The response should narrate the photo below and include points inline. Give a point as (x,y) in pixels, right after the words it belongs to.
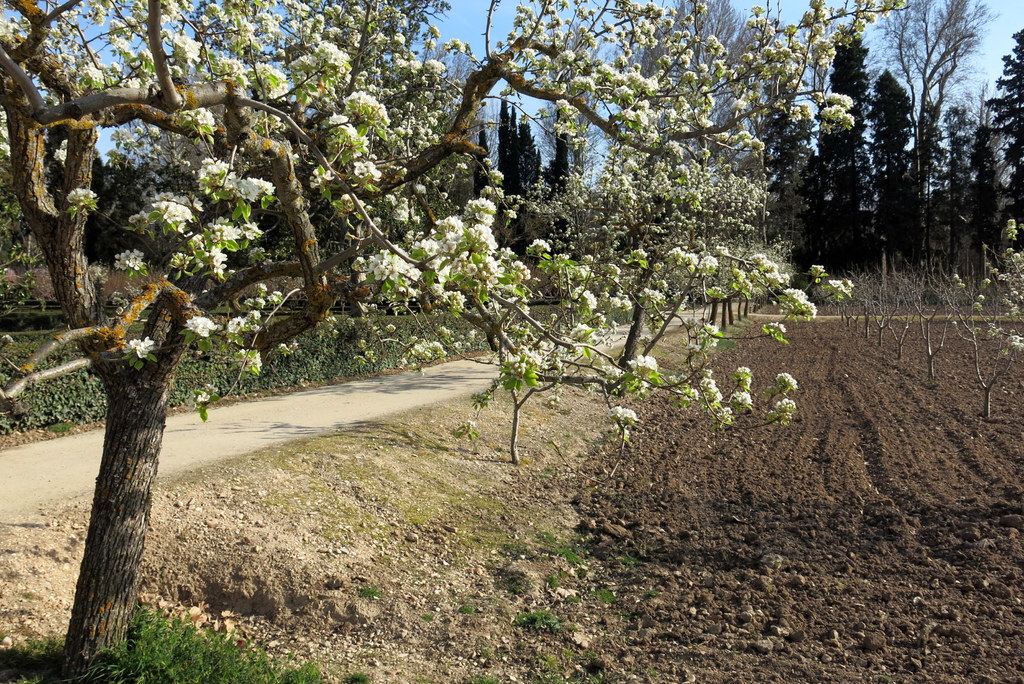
In the picture I can see a tree (151,461) which has few white flowers (265,85) on it and there is a road (270,420) beside it and there are trees (534,222) in the background (609,174).
